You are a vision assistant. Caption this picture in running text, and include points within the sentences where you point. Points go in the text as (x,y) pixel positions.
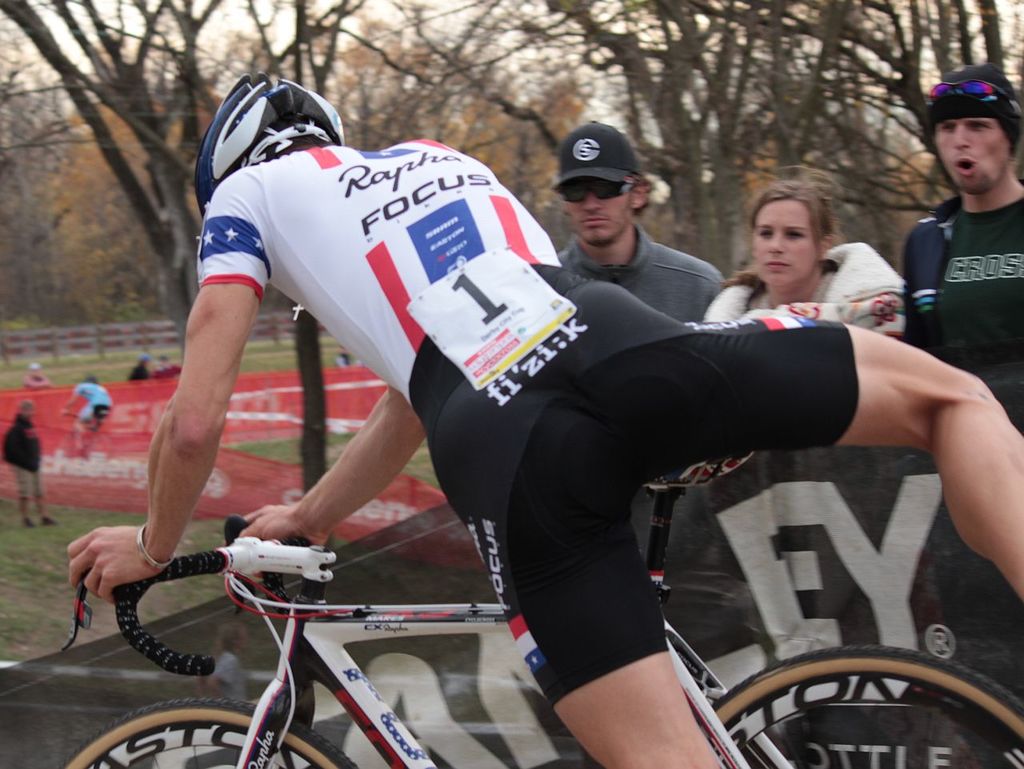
Here we can see a person (674,742) in a action to sit on a bicycle (863,755) and there are three persons (751,287). In the background (32,399) we can see trees (517,145), fence (349,405), sky (424,29), and few persons (11,439).
